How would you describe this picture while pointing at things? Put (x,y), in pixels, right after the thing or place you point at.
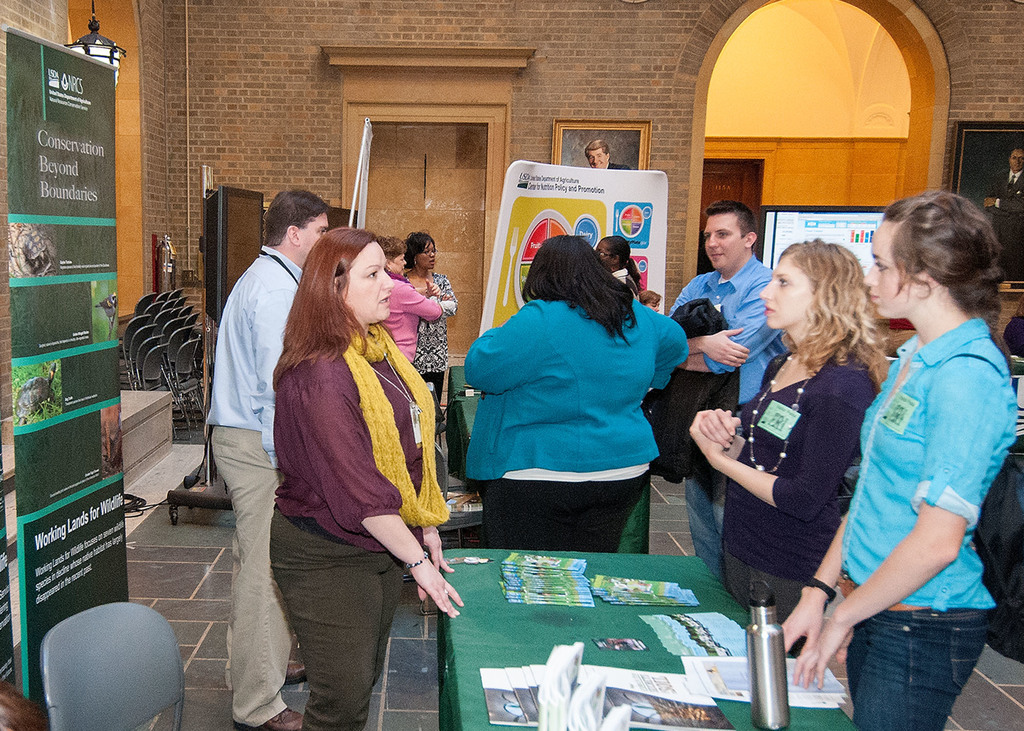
In the center of the image (420,464) we can see three persons (830,535) are standing. In front of them, there is a table (600,616). On the table (600,616), we can see pamphlets (613,671) and some objects (580,648). On the left side of the image (102,656) there is a chair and one banner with some text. In the background (593,102) there is a wall (589,34), screen (825,219), monitor (227,292), frames (1022,215), few people (237,337) are standing and a few other objects (896,324).
